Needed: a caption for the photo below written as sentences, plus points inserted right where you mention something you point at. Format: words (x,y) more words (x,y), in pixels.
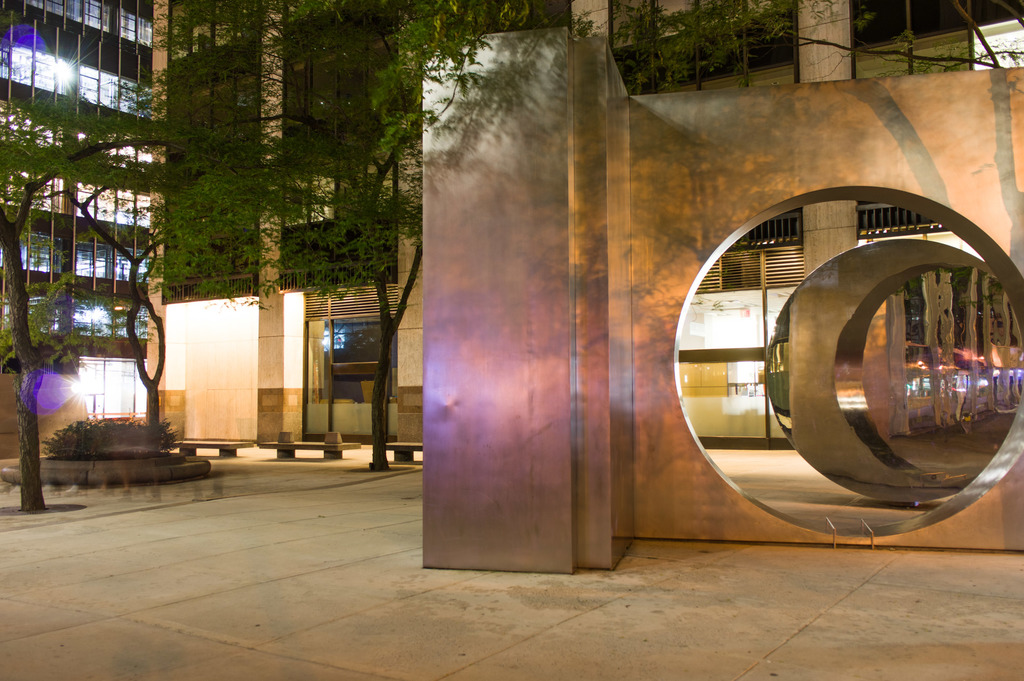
In this picture we can see an architecture (547,342). On the left side of the architecture (493,301), there are trees (11,194), plants (175,437) and benches (289,445). Behind the trees (106,143), there are buildings (142,51).
